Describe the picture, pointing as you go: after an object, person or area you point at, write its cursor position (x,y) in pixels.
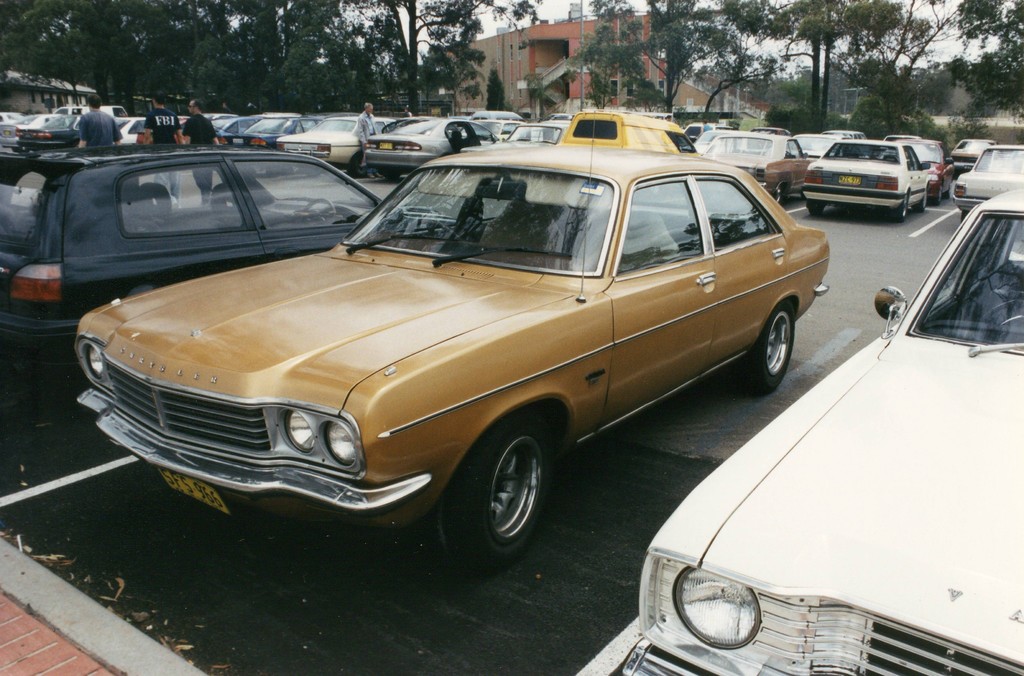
In the image we can see there are cars (597,307) parked on the road (829,329) and there are people (204,125) standing beside the cars (443,168). Behind there are trees (27,30) and buildings (483,70).
